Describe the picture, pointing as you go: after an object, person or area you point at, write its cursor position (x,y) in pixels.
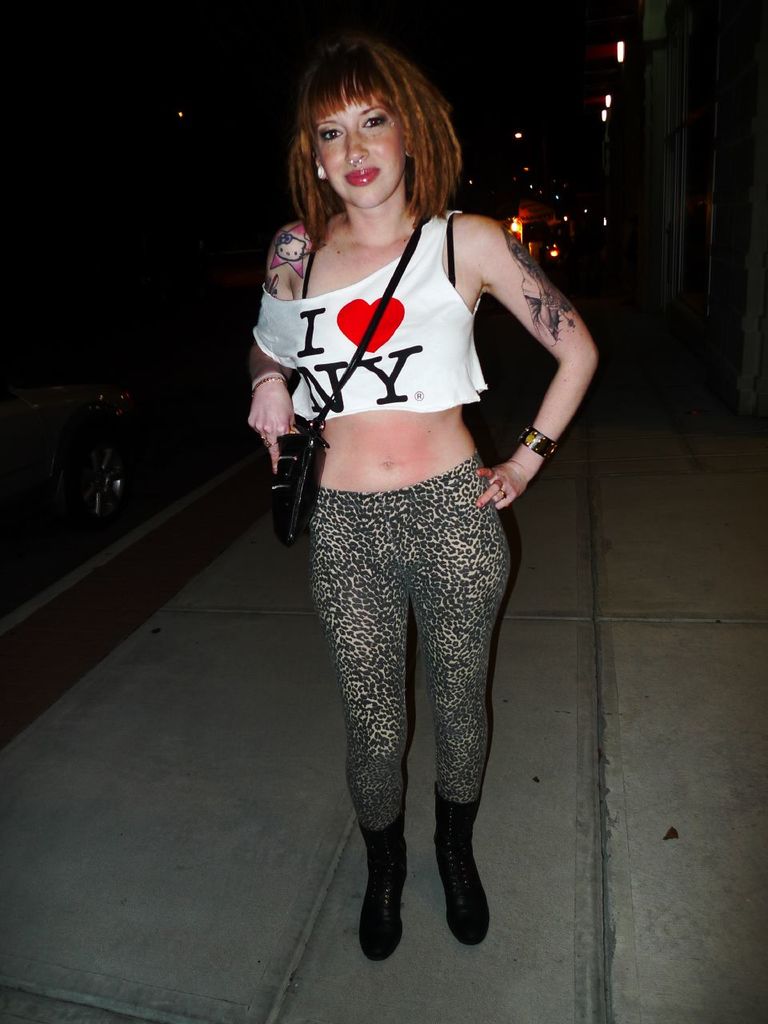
In this image I can see a woman (459,843) standing in the center of the image (352,606) posing for the picture. This picture is taken in the dark.
